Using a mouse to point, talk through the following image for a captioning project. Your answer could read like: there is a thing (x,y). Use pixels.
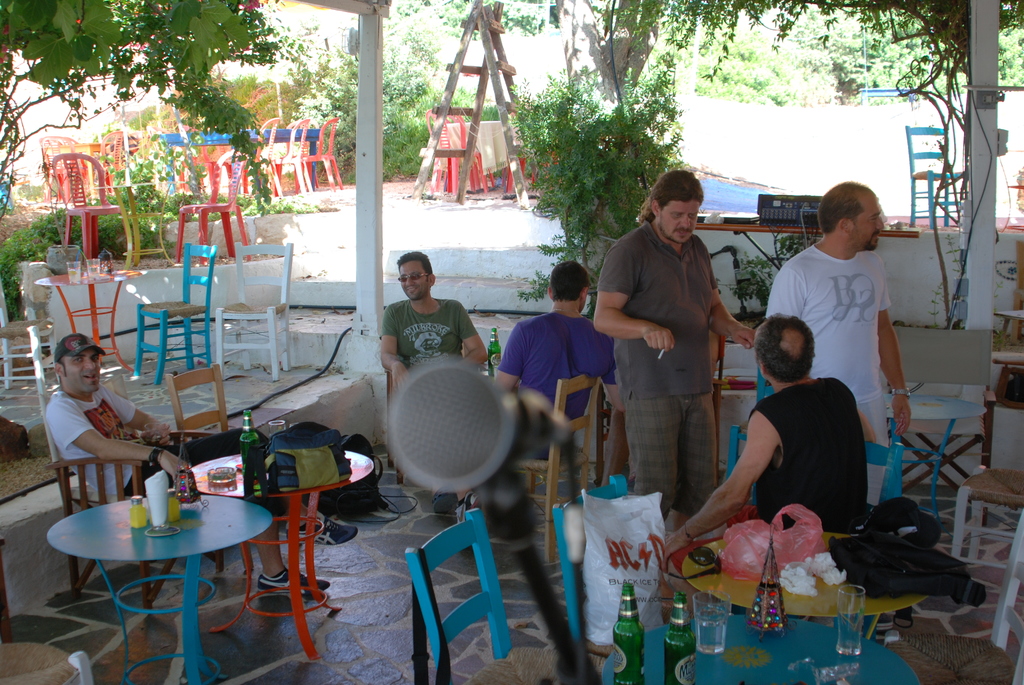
In this image I can see people (609,314) where few of them are standing and rest all are sitting on chairs (557,404). I can also see number of chairs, tables (223,513), trees (600,91) and a ladder (482,86). On this table (660,650) I can see few bottles (666,649) and glasses (712,640).
